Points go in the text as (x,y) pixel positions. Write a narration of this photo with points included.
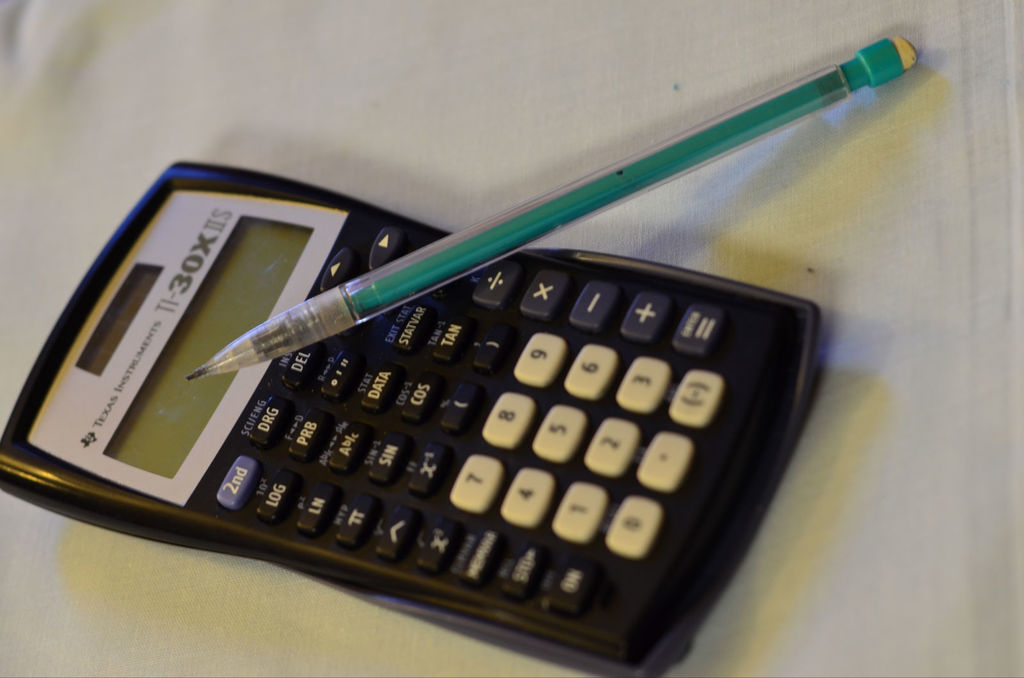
In this image we can see a calculator (539,362) and a pencil (283,320) placed on a table (104,570).
